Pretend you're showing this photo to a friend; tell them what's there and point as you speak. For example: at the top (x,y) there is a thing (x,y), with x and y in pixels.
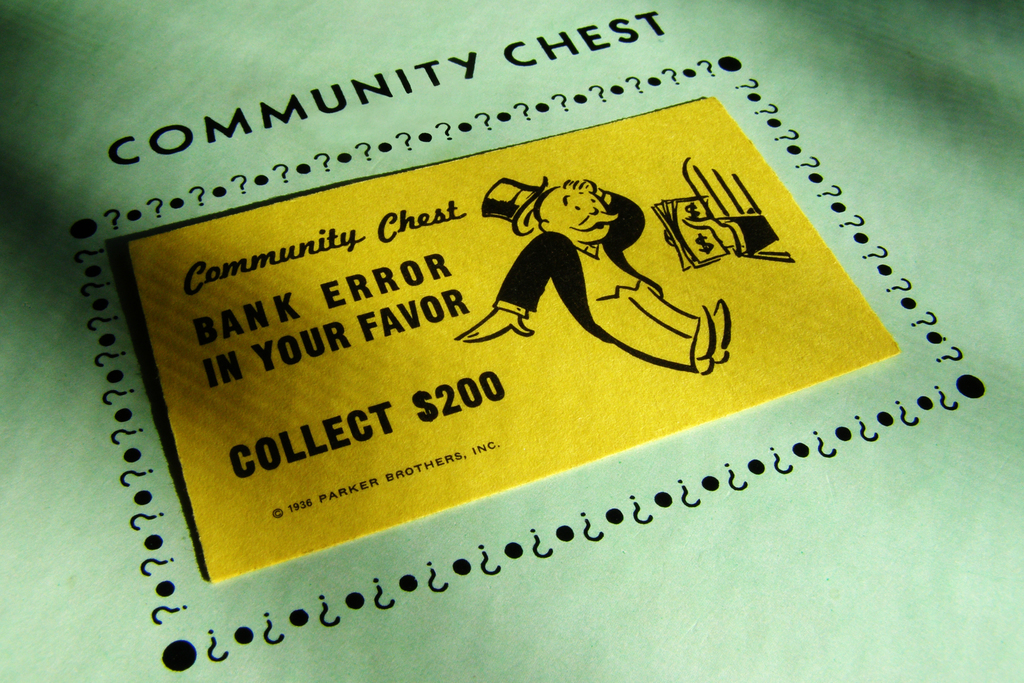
In this image there are text (285,443) and cartoon images (489,206) on the cardboard sheet (548,438).
